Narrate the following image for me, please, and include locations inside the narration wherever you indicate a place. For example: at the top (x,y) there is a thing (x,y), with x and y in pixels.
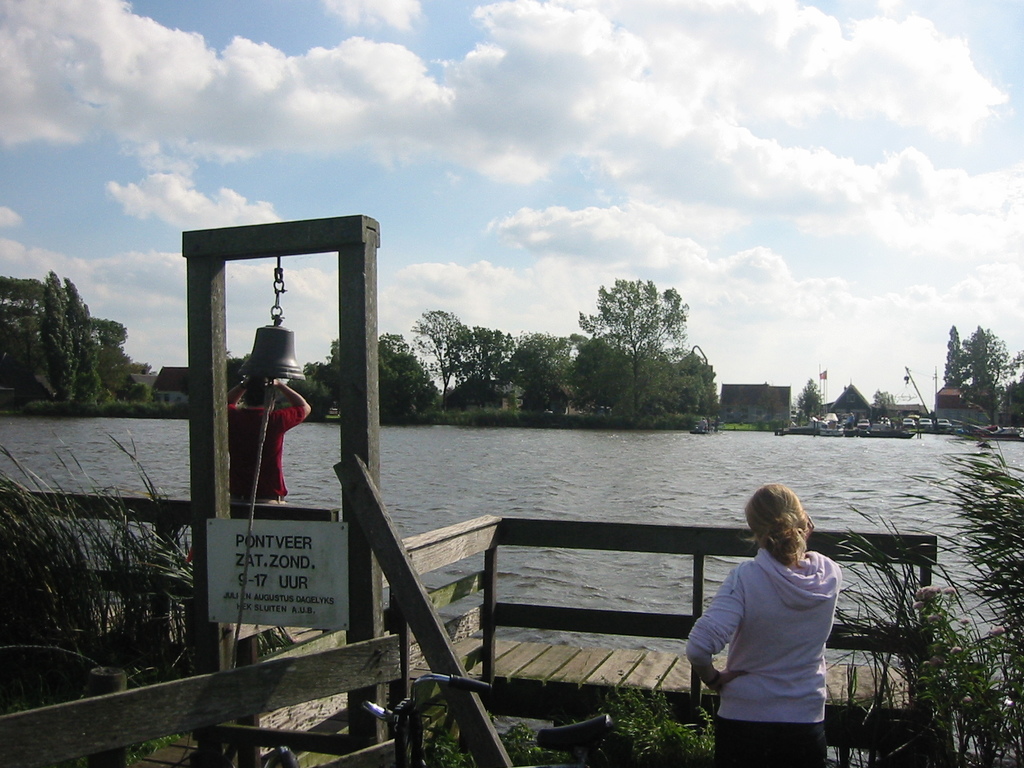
In the picture we can see a wooden path (550,705) on the bank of the water (799,474) and a railing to it and beside it we can see a bell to the wooden plank (197,653) and a rope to it and behind it we can see man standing and beside we can also see a woman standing wearing a white color hoodie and in the background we can see water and far away from it we can see trees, houses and vehicles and behind it we can see a sky (146,333) and clouds (986,236).
